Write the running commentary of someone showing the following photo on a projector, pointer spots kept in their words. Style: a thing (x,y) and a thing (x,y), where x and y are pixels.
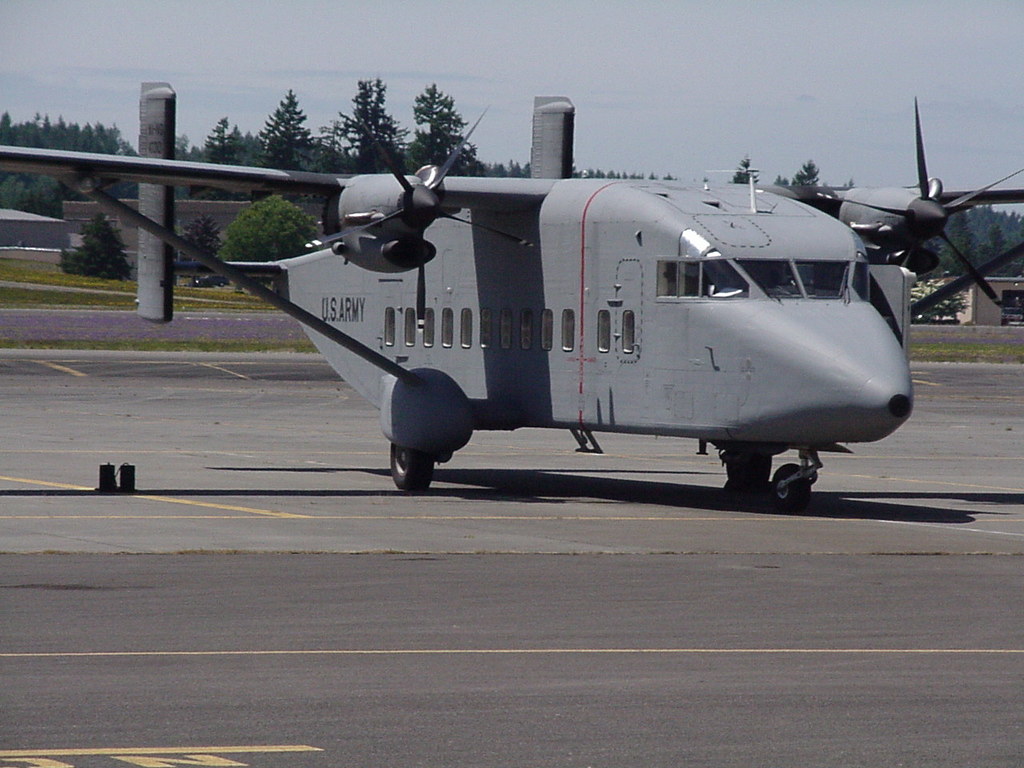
In this image I can see the ground (460,608) and a huge aircraft (650,301) which is grey and black in color on the ground (478,610). In the background (296,209) I can see few trees (296,209) which are green in color and the sky (666,61).
